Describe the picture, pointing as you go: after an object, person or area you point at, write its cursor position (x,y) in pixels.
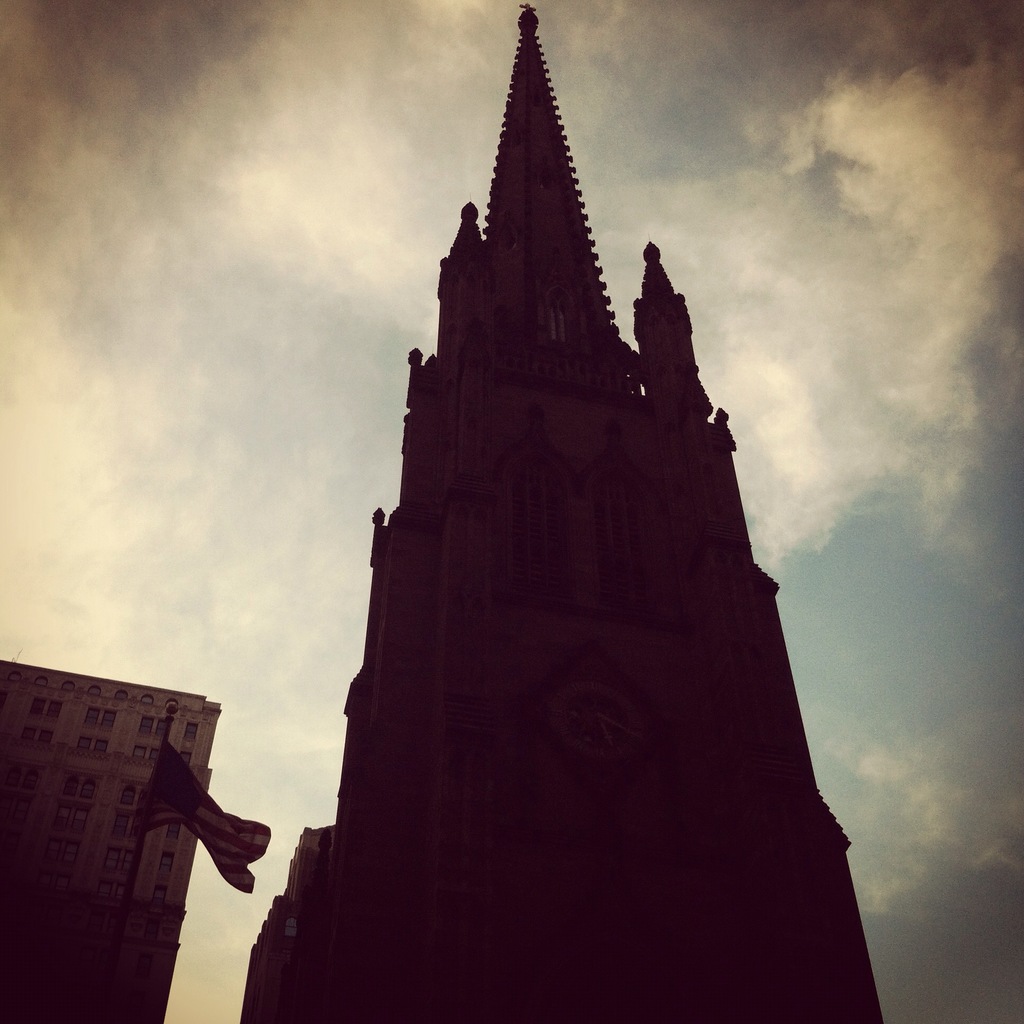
In this picture we can see a building (92,843) on the left side (72,837), there is a flag (150,815) here, we can see a clock tower (594,707) in the middle (616,576), there is the sky (890,614) at the top of the picture (408,208).
